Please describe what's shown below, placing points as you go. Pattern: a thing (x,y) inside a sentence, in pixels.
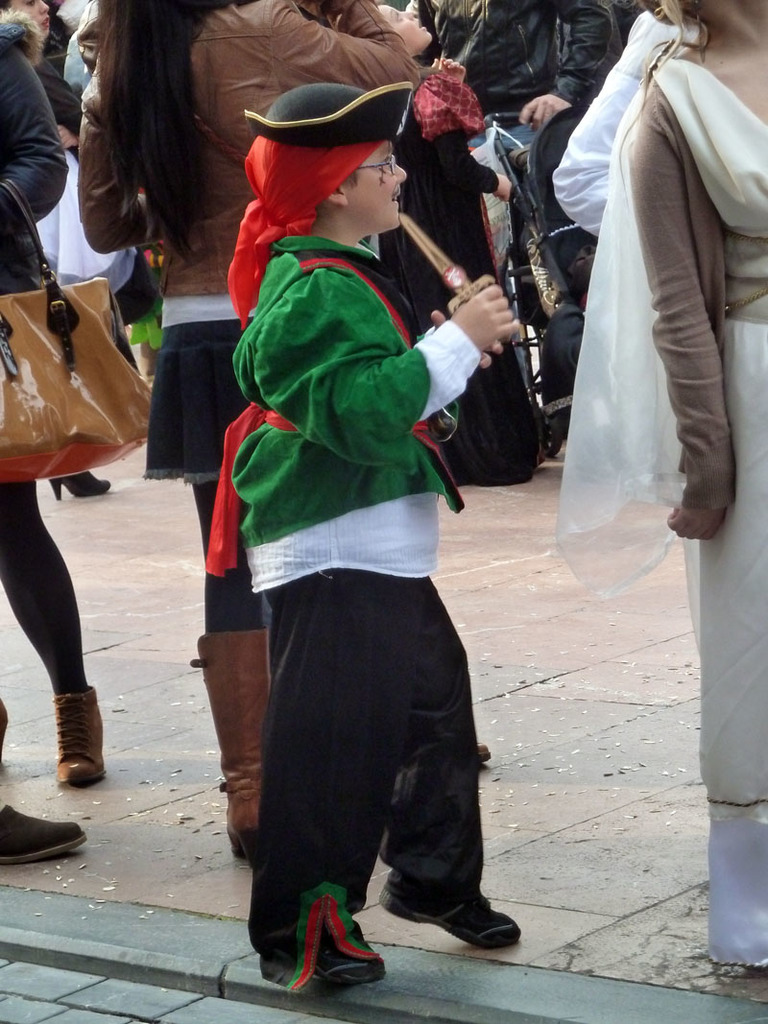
The image is taken on a street (19,919). In the foreground (255,171) we can see a kid (279,140). On the right (677,518) there is a person (754,965). On the left (185,285) there are people (213,41). In the background (534,2) we can see a group of people (123,259).
